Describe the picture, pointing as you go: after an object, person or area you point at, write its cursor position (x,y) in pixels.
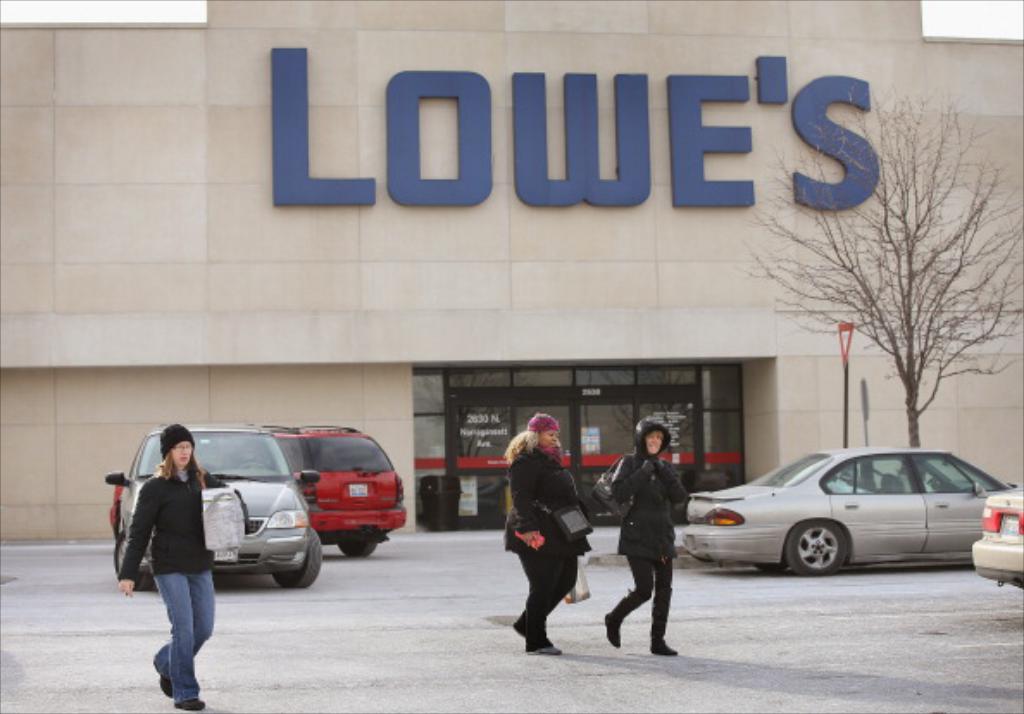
In this picture I can observe three members (524,535) walking on the road (355,636). I can observe some cars (786,523) parked on the road (392,645) behind them. On the right side (881,325) there is a tree (880,296). In the background (375,297) I can observe a building (347,272) and some text (279,91) on the building (186,247).
